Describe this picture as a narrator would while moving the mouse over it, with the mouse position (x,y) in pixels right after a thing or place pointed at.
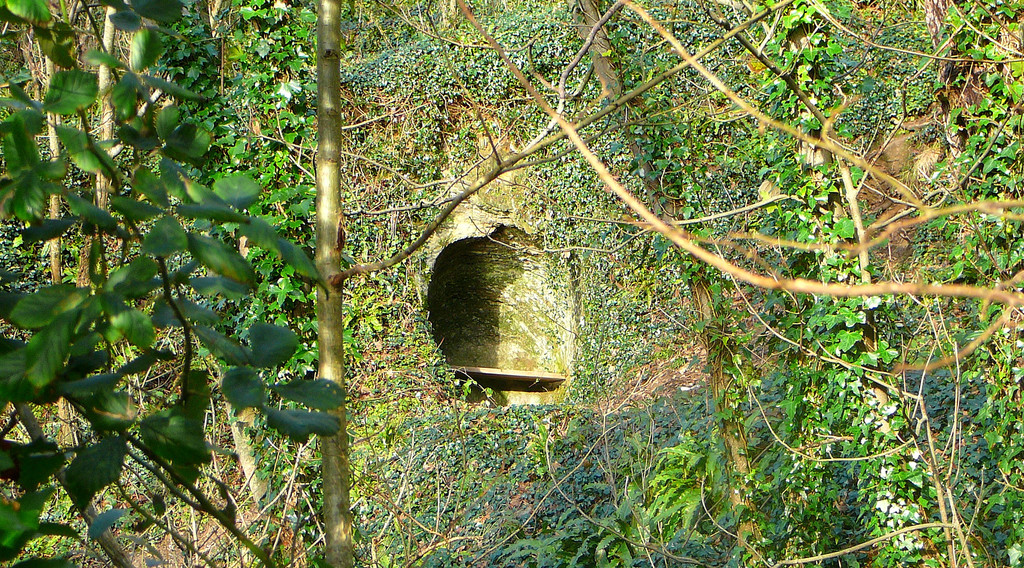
In this picture we can see an object (510,374) and a passage (501,359). On the left (225,343) and right side of the image (868,342), there are trees (868,342).
